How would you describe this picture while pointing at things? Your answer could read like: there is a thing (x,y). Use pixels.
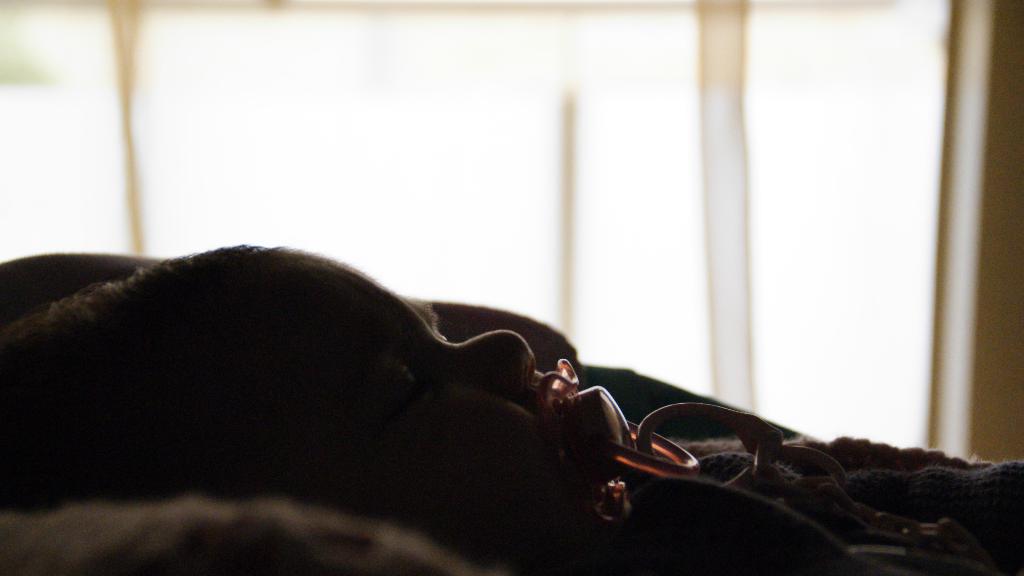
In this picture there is a baby (645,488) placed an object (652,416) in her mouth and the background (470,189) is in white color.
